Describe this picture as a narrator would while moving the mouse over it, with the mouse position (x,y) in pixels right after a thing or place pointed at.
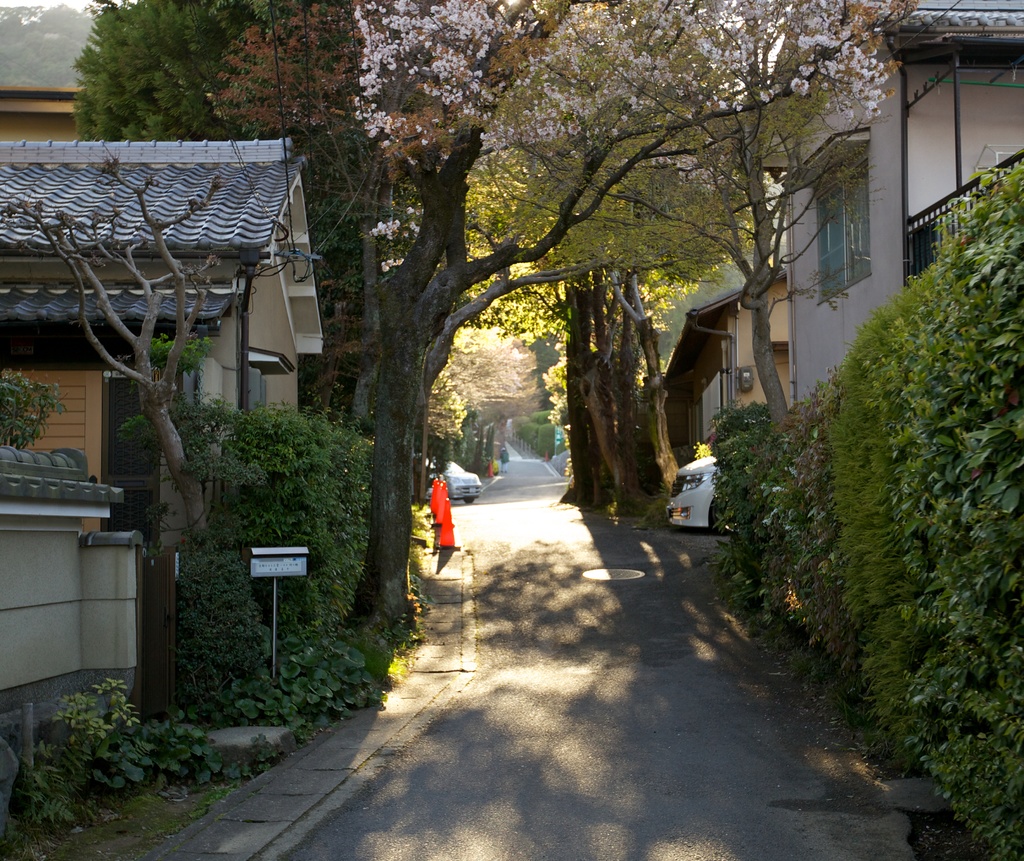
In this picture we can see the cars (448,489), trees (404,488), houses (241,144), plants (767,597) and the road (531,510). On the left side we can see box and a pole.
